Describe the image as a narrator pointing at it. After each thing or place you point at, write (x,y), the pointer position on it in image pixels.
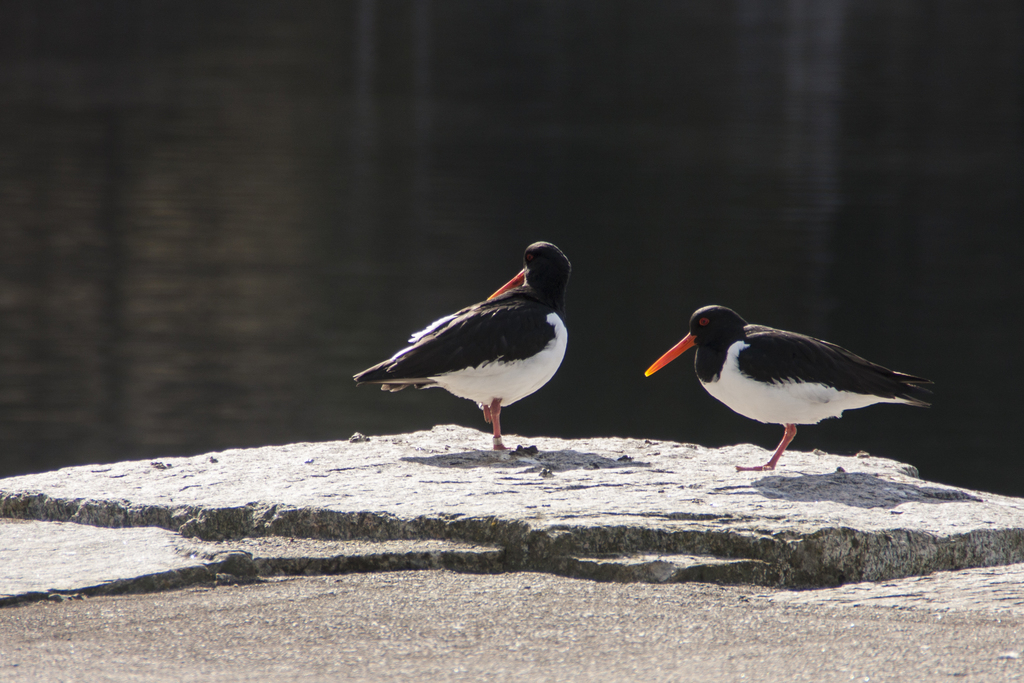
In this image we can see birds (731,362) on a rock (572,507). In the back (627,210) there is water (790,194).
